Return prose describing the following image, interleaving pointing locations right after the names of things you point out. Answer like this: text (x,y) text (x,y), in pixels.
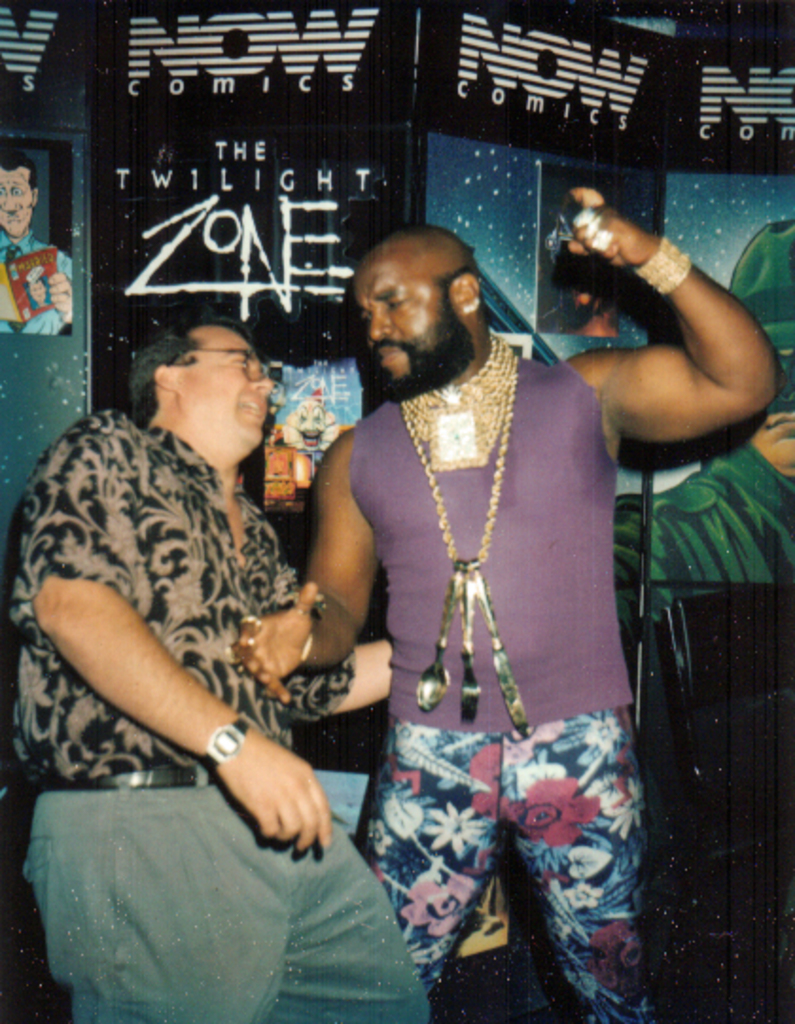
Here in this picture we can see two men (530,407) standing over a place and the person (337,468) on the right side (555,478) is wearing number of chains (499,396) and bracelets (670,282) and earrings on him and behind them we can see posters (233,97) present on the wall (74,114) over there.
